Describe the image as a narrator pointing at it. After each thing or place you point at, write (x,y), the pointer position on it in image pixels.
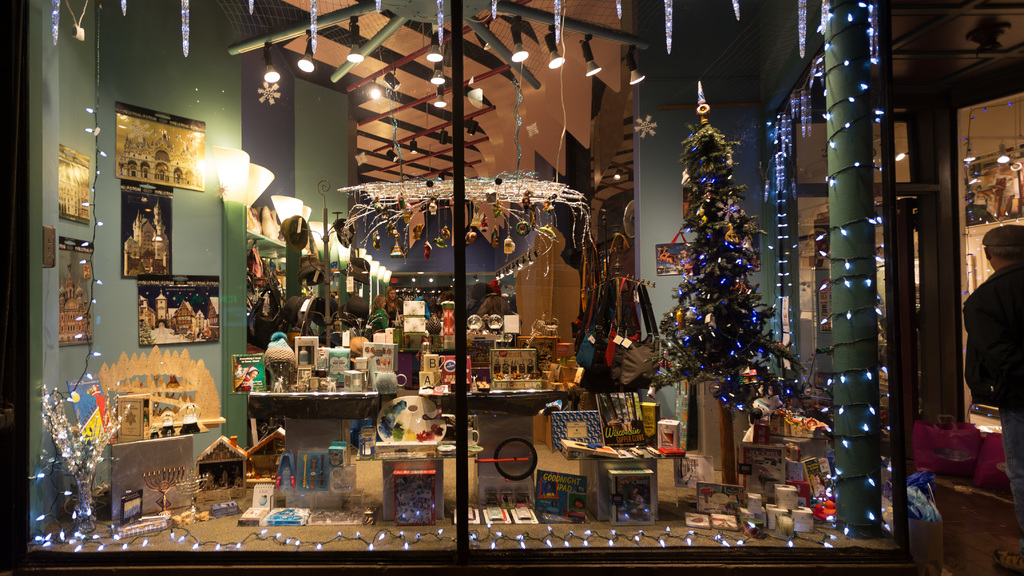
In this image we can see the glass (409,260). Behind the glass (808,279), we can see a pole (834,195), Christmas tree (741,380), frames (165,162) on the wall (131,314), lights (238,194) and so many decorative items (434,437). On the right side of the image (961,529), we can see a man (998,293), pavement (961,487) and a shop (937,309).
